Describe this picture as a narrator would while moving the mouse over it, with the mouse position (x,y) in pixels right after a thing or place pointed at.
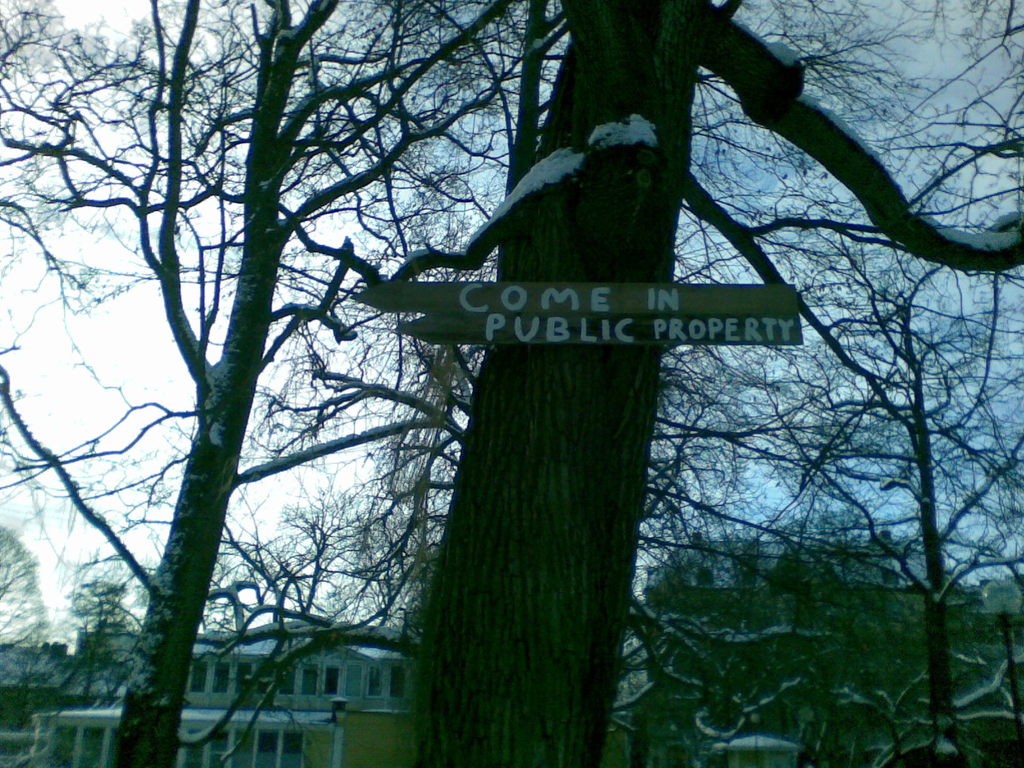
In this image we can see trees (522,273) and a name board (534,324) to one of it, buildings (259,649) and sky (679,414).
